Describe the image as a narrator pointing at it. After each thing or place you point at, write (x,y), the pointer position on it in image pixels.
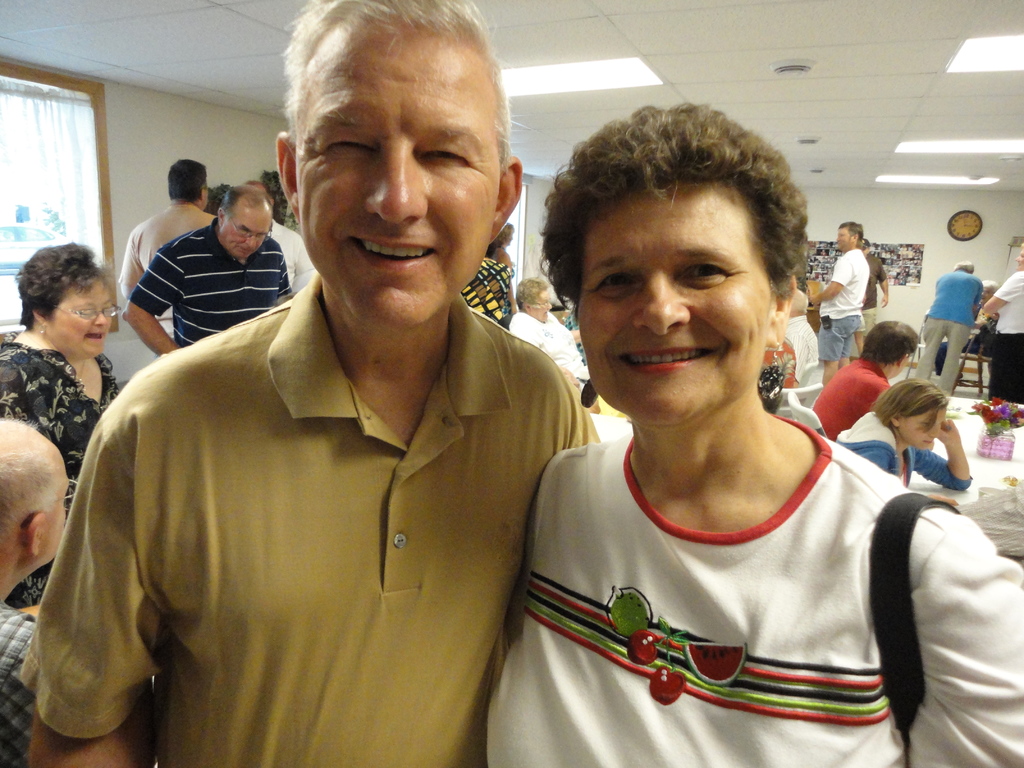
On the left side (335,514), there is a person (368,499) in a t-shirt (370,481), smiling and standing. Beside him, there is a woman (605,332) in white color t-shirt (781,584), smiling and standing. In the background (950,286), there are persons (60,326), there are lights (588,75) attached to the roof (775,138) and there is a window (108,130).
